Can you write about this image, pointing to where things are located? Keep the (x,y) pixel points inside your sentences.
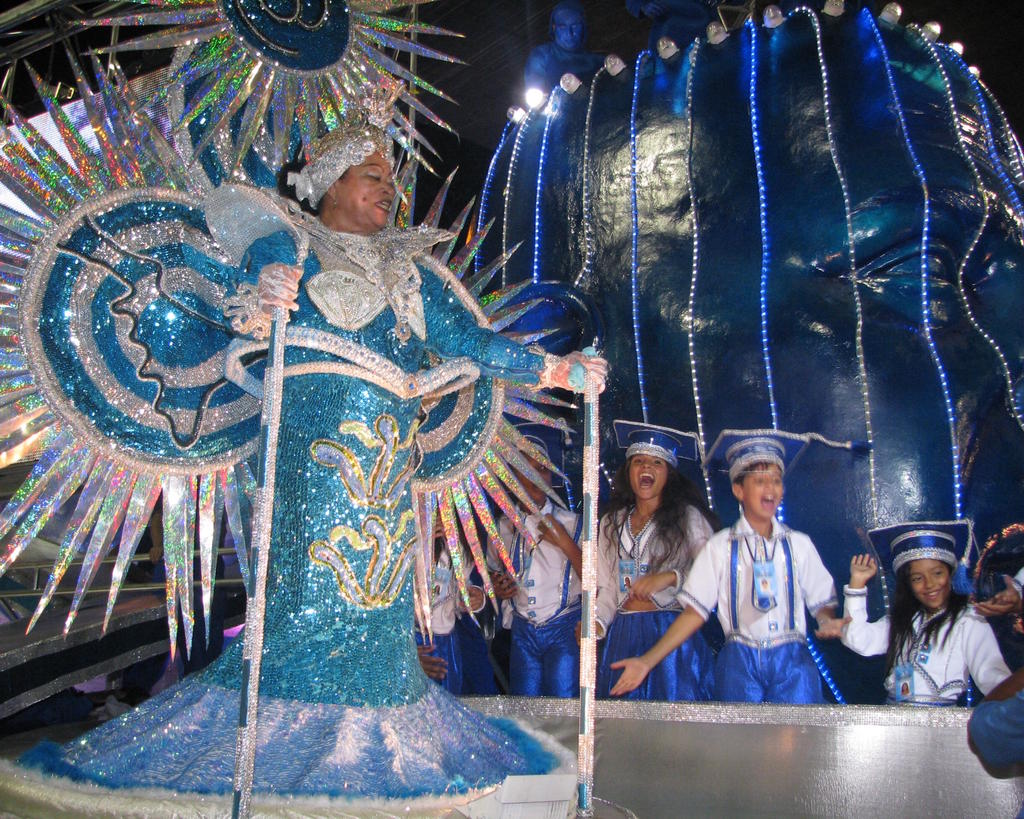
In this image I can see a woman (479,357) wearing a colorful design dress (490,341) and holding sticks (583,778) standing on stage (808,774) and back side of the stage (923,785) I can see children's (894,529) and I can see the wall (651,66) and on the top of the wall (737,145) I can see person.
